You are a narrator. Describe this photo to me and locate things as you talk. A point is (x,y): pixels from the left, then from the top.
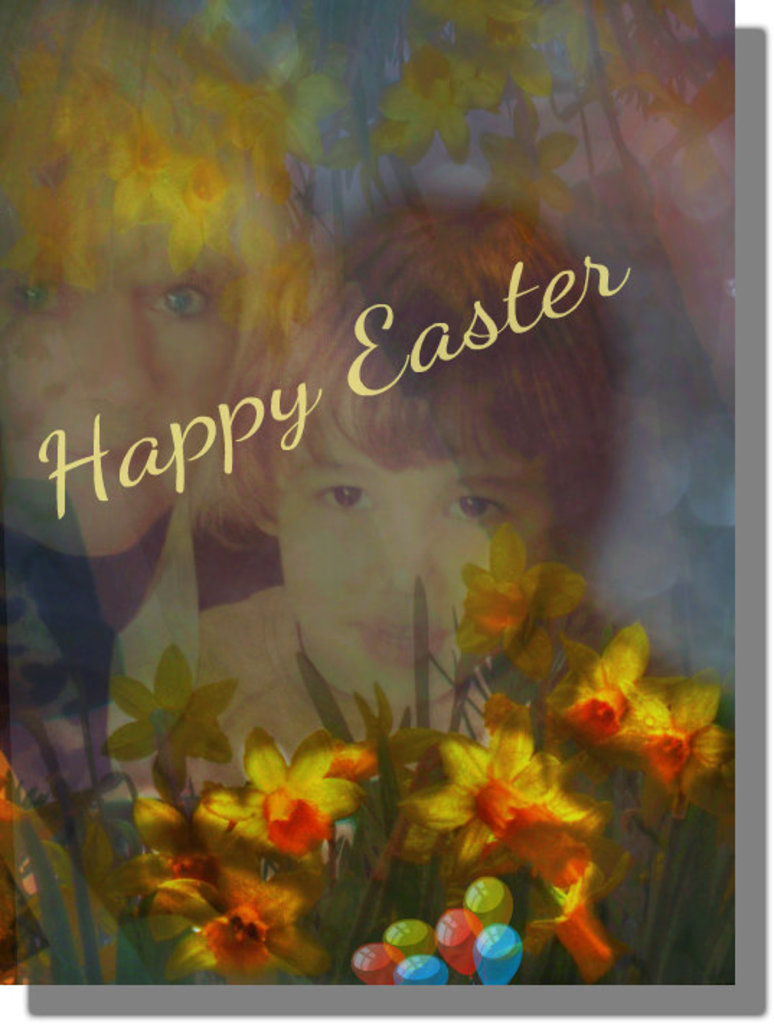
In this image there is a cover page (302,772) with Happy Easter.
